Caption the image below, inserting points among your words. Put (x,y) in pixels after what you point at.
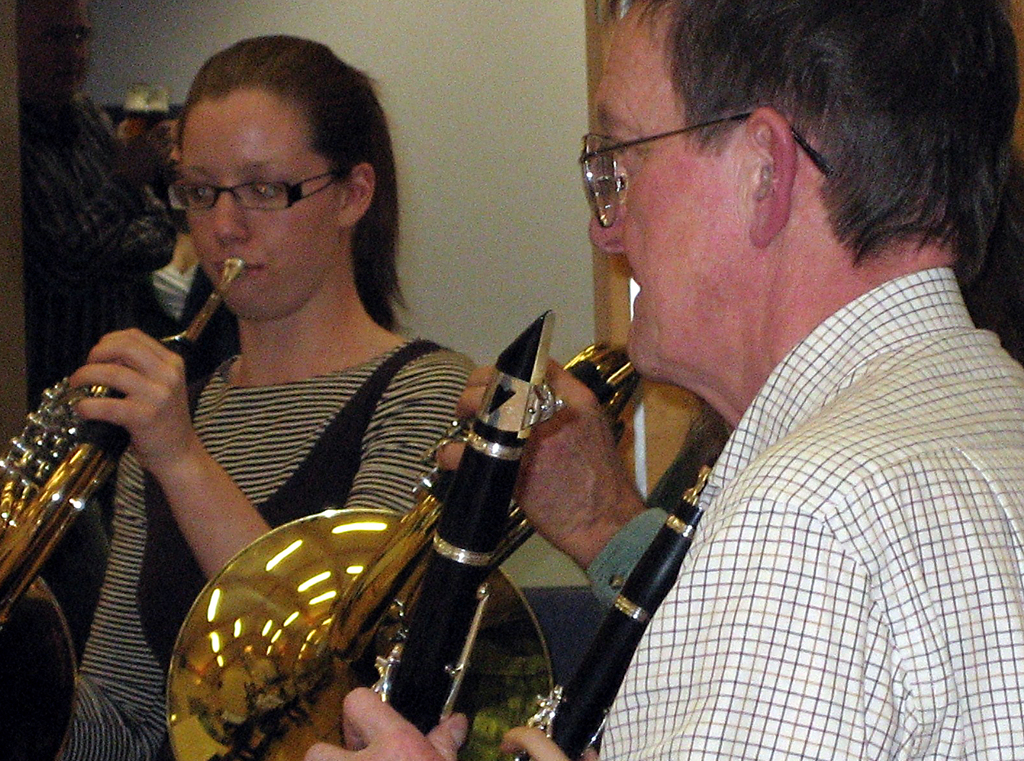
Here in this picture we can see a group of people (334,396) standing over a place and they are playing musical instruments (93,465), which are present in their hands (573,468) over there.
